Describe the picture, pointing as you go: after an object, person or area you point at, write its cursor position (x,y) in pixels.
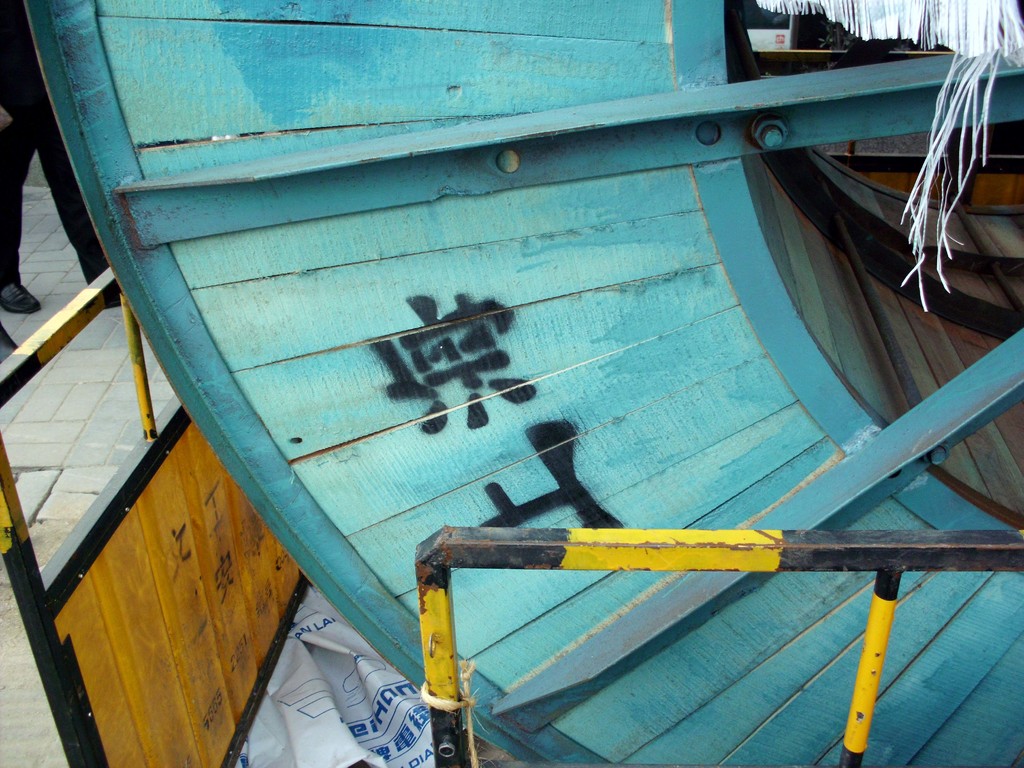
In a given image i can see a wooden object (362,479), railing (811,543) and people (79,258).
